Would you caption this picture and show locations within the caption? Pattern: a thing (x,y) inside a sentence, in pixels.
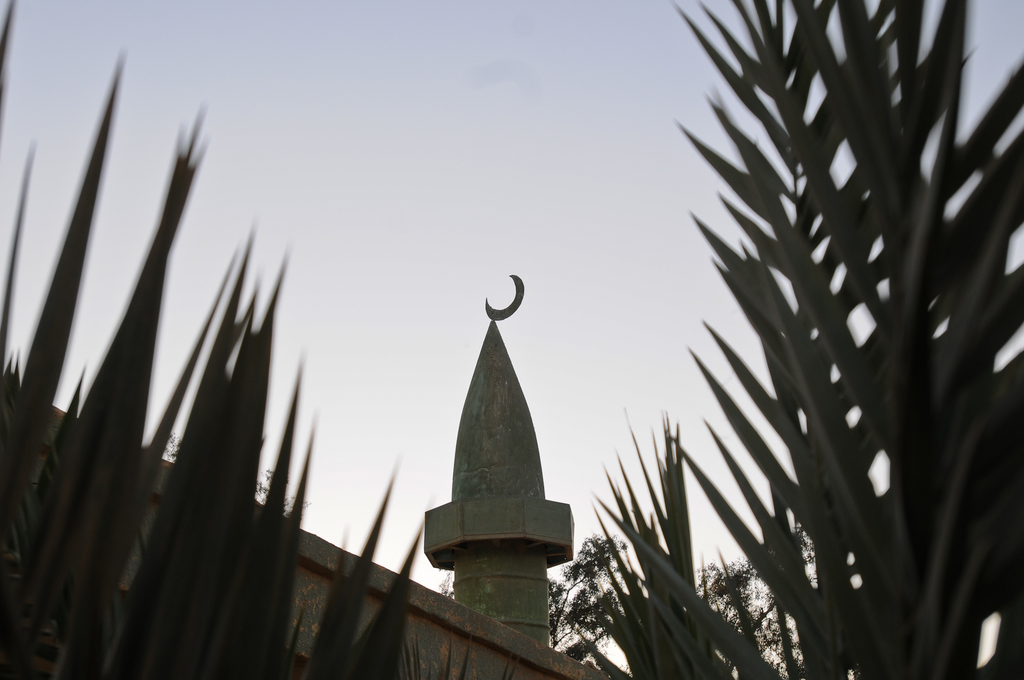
In this picture we can see trees (773,539), wall (539,648), and a tower (486,386). In the background (647,285) there is sky (650,322).
